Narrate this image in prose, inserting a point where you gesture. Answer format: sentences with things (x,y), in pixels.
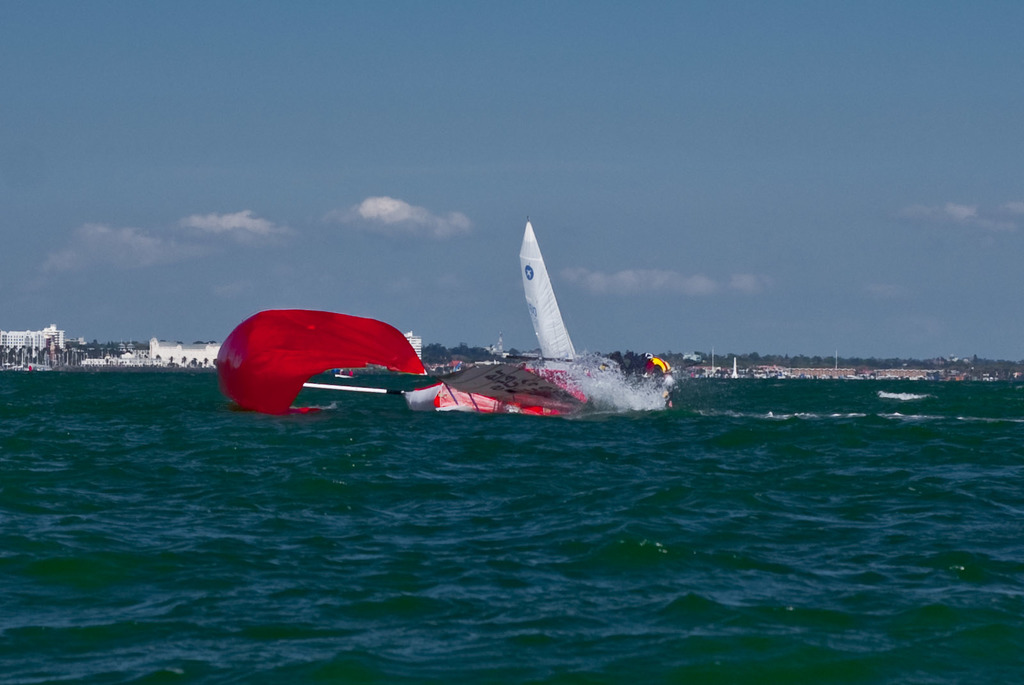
In this image we can see the water (142,424). On the water (171,450) we can see an object (467,404) looks like a sailing boat (475,392). In the background (200,355), we can see a group of buildings (200,355) and trees (447,351). At the top (472,170) we can see the sky (481,131).
